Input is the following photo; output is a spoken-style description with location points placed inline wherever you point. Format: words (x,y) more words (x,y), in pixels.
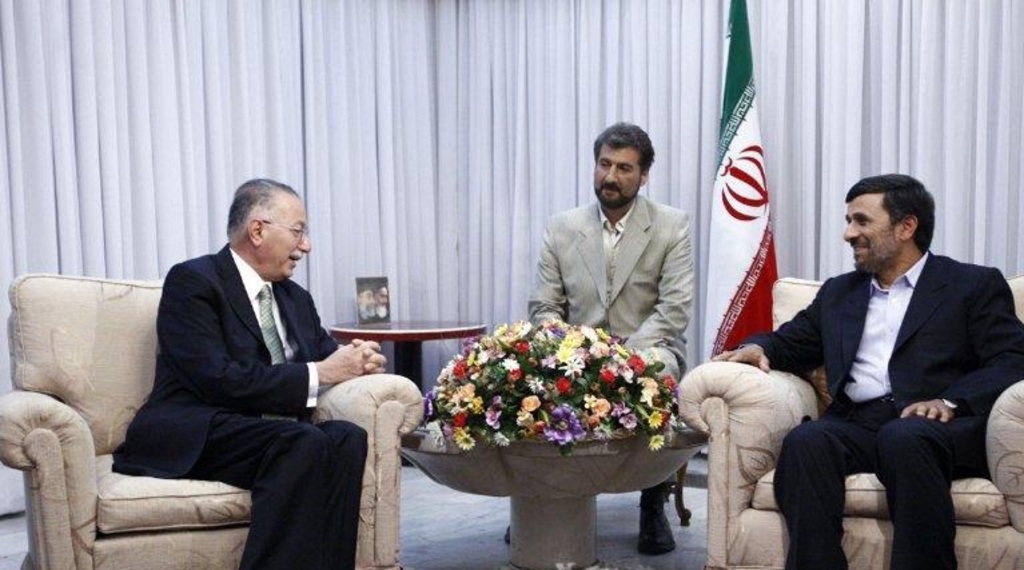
In this picture three people (214,283) are sitting in a sofa (802,403) with bunch of flowers (625,411) between them. In the background (741,337) we observe a national flag (753,306) and a white curtain (504,95). There is also a photo frame (375,307) in the background (385,317).
